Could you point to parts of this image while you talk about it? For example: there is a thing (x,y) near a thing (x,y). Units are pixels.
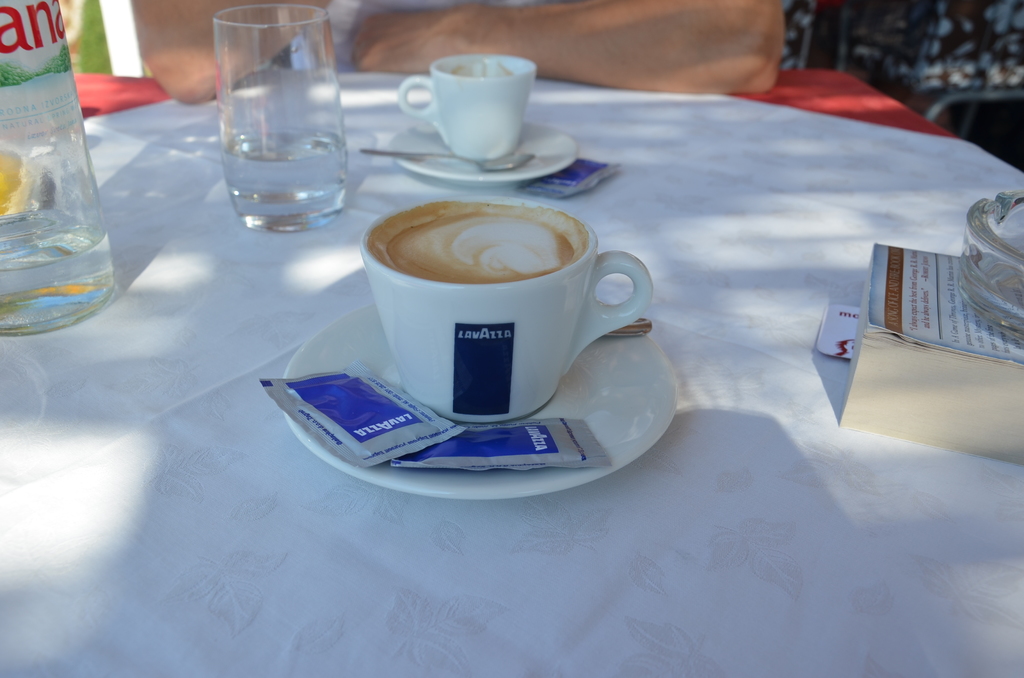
This is a table (216,508) where a cup (593,314), a glass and a water bottle (60,22) are kept on it.
